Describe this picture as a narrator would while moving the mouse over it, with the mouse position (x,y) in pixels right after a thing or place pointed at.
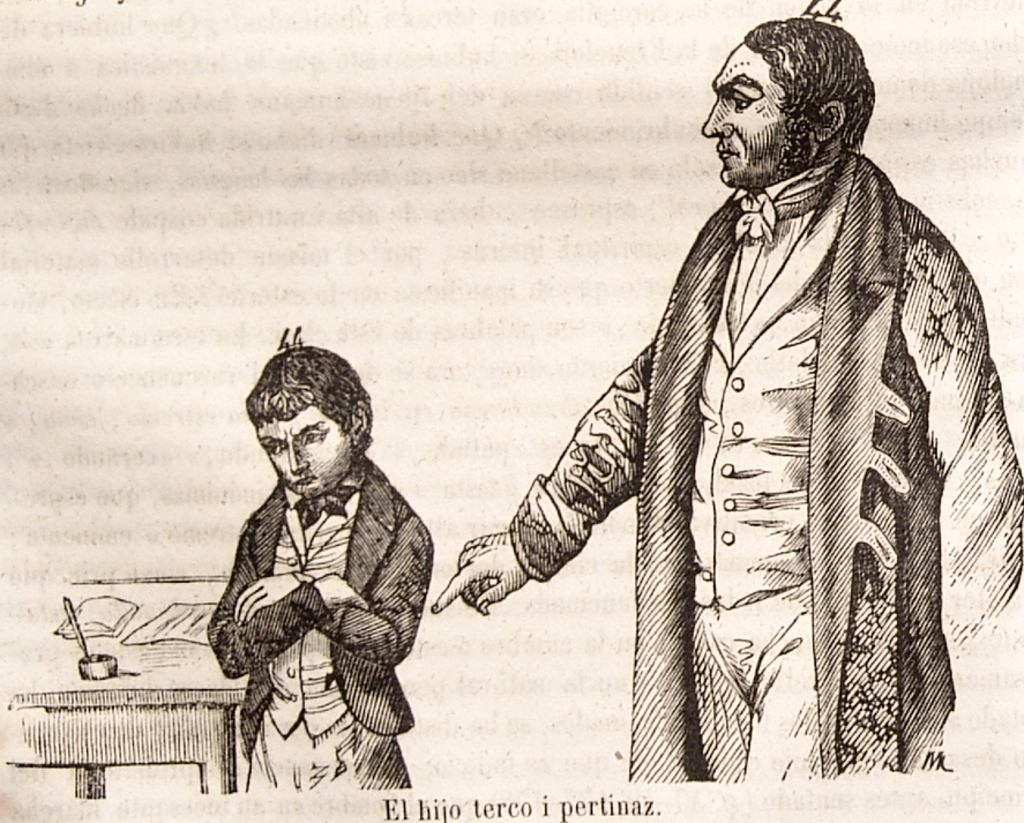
In this image I can see the paper (383,379). On the paper (438,607) I can see the sketch (551,566) of two people (498,584) with dresses (528,562). To the side I can see some objects (151,637) on the table (90,729). I can also see something is written on it.
